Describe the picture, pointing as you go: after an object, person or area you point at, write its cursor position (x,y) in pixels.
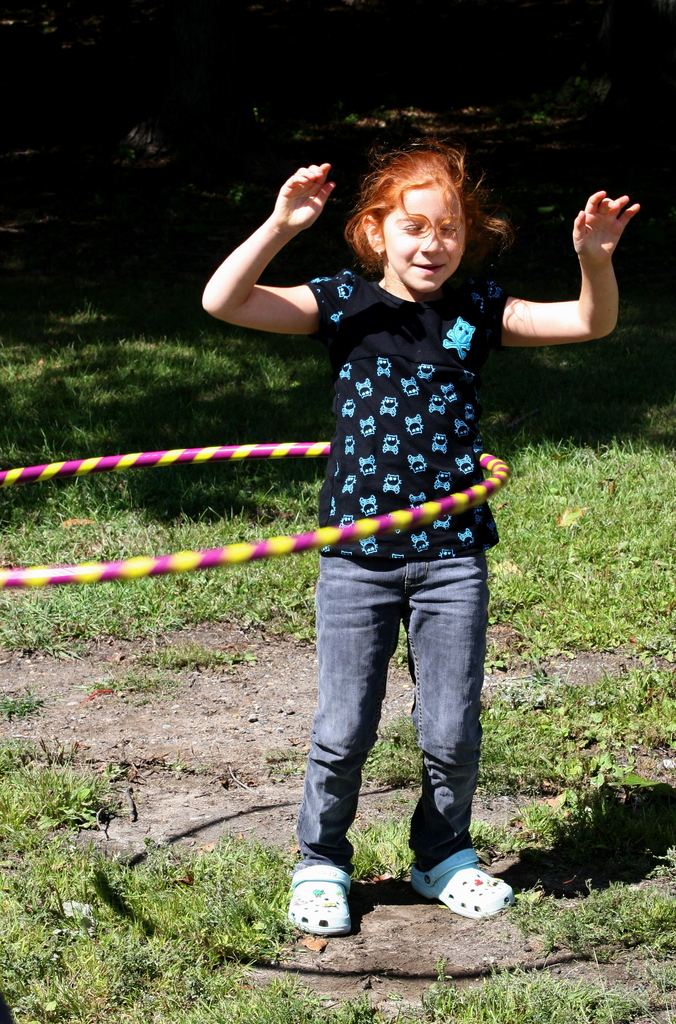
In this picture we can see a hula hoop ring (34,571) and a girl (416,178) standing on the ground (396,916). In the background (613,418) we can see the grass (595,411) and it is dark.
